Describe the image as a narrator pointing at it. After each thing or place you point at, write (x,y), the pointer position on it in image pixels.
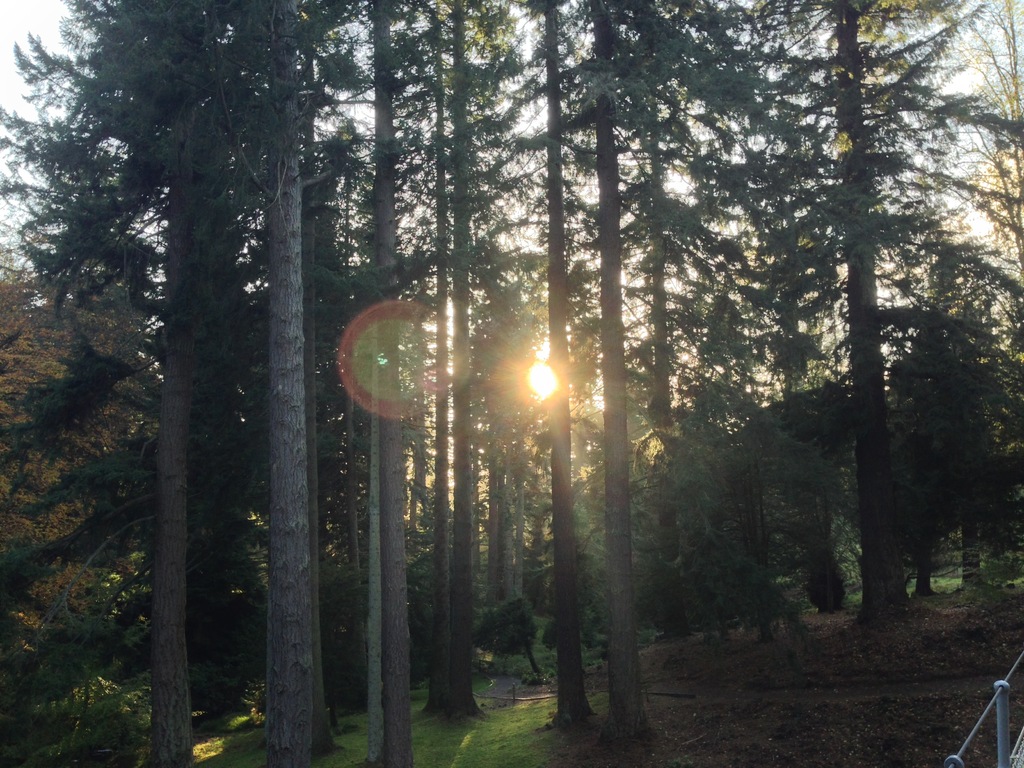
At the bottom of the picture (474,751), we see the grass (494,752) and dry leaves (861,726). In the right bottom (999,759), we see a white pole (997,701). There are trees (642,584) in the background (859,531). We see the sky (510,168) and the sun (549,391) in the background (546,352).
